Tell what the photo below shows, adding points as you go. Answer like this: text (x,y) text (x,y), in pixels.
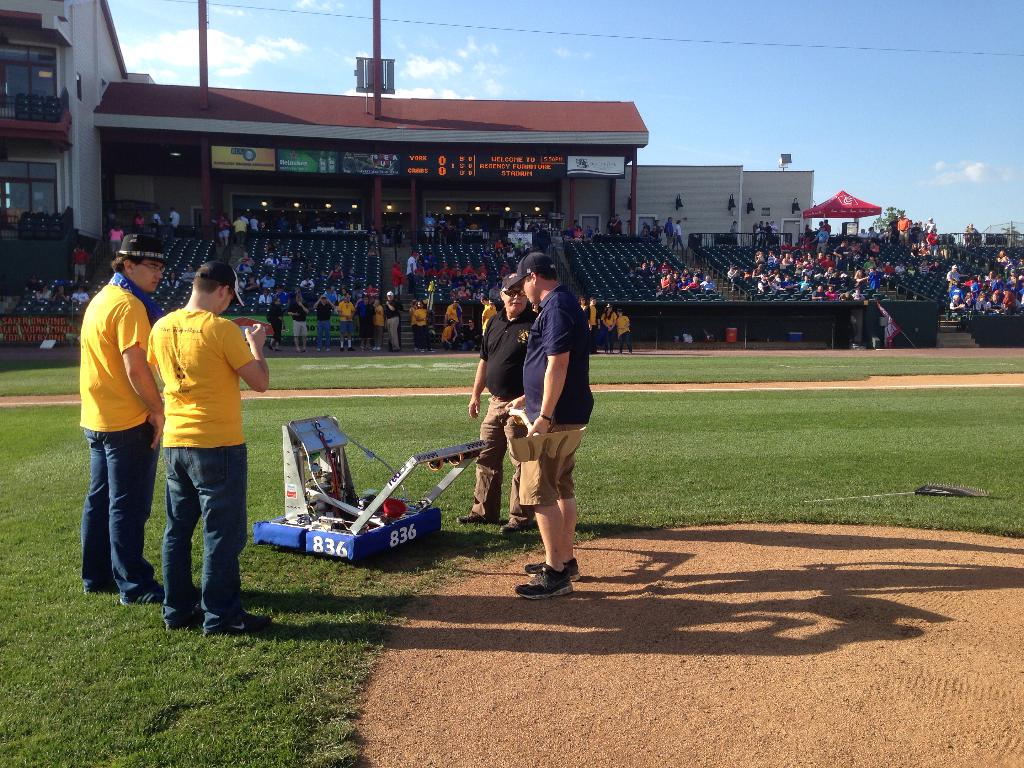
In this picture we can see a few people (244,503), some grass (382,620) and a few objects (459,449) on the ground (268,576). We can see the chairs (891,253), lights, a shed (132,86), a tent (834,215), poles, a wire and other objects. Sky (306,90) is cloudy.
